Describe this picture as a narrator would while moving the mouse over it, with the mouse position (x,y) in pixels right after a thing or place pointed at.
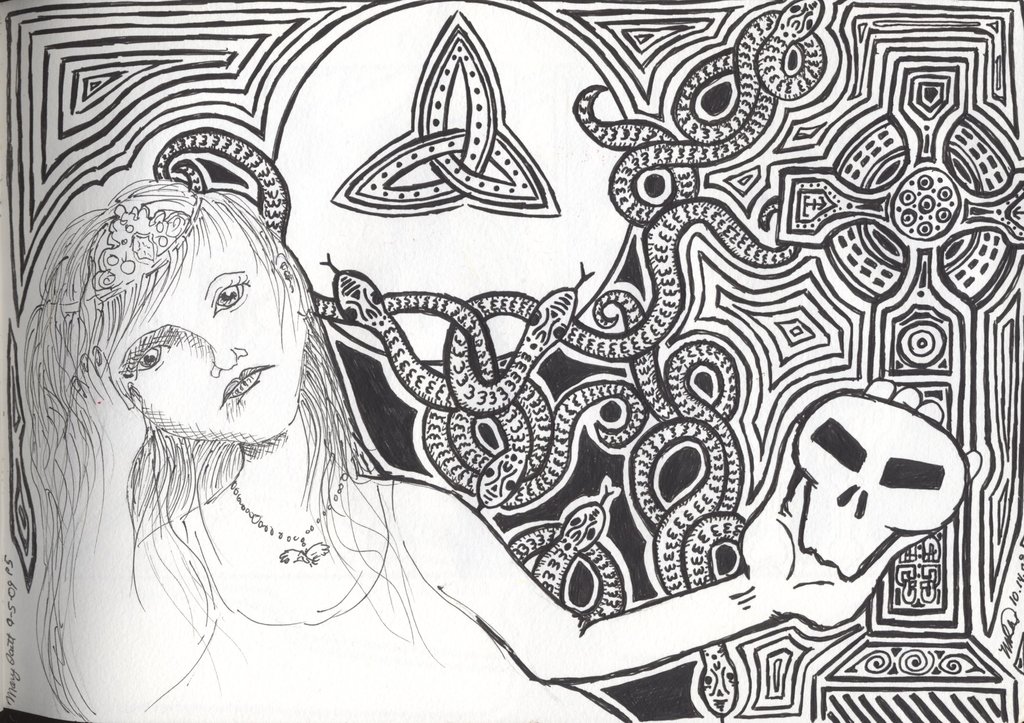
This picture shows a art (181,339). Looks like a woman (167,500) and we see few snakes (659,456) in the design (745,290) on the back (636,305).
